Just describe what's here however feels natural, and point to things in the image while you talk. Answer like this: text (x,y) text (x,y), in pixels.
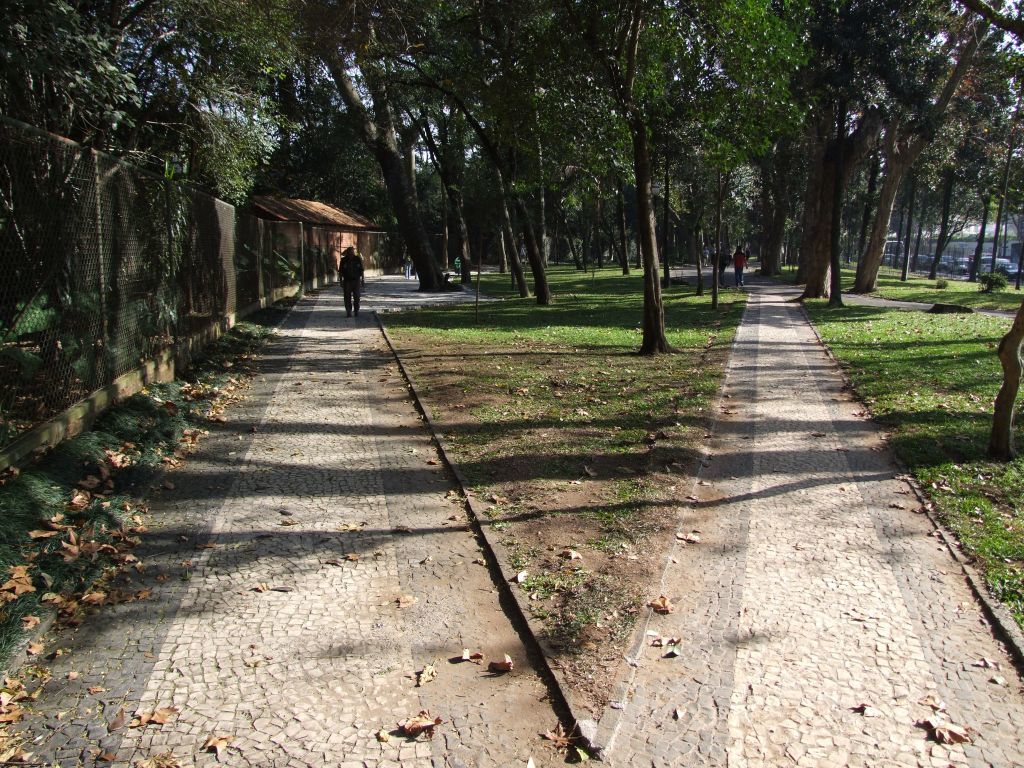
In the foreground of this image (512,742), there are two paths (842,452) and the lawns (892,359). On the left (118,317), there is fencing (197,279). In the background (344,288), there are few people (723,275) walking on the path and we can also see trees (547,178), a hut (321,203) and few vehicles (991,262) moving on the right (959,269).
